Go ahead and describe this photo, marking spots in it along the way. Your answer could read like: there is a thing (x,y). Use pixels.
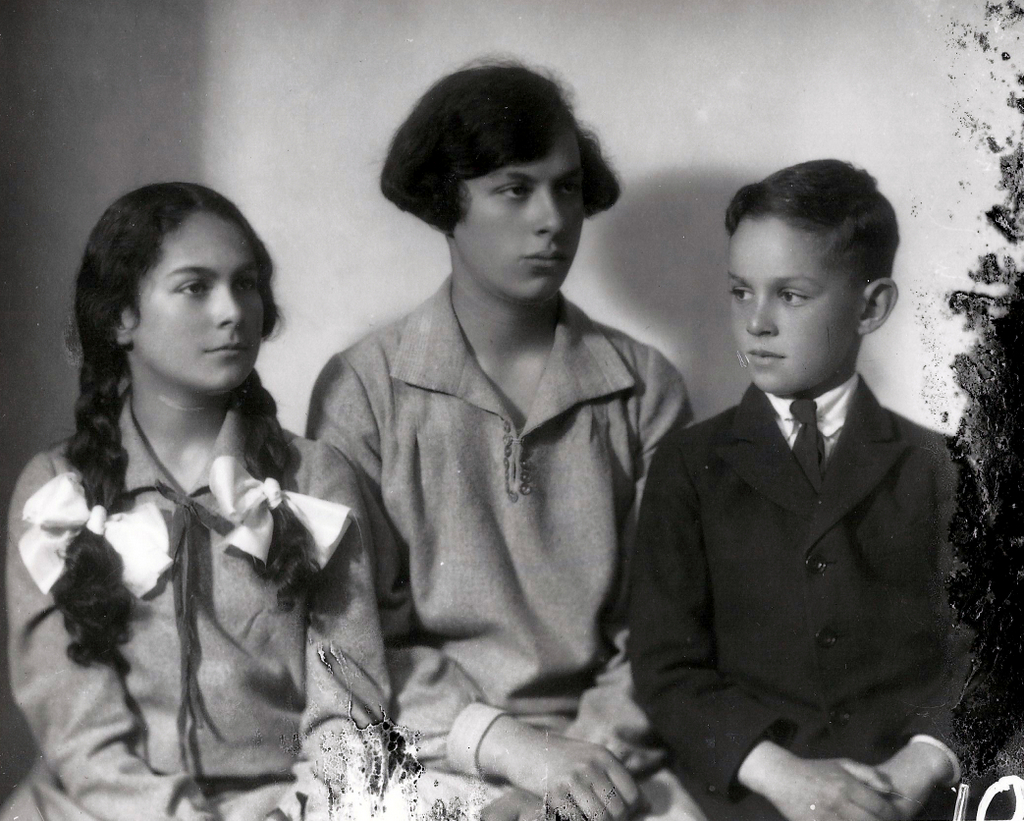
This is a black and white image where we can see two girls (306,547) and a boy (693,529) are sitting and in the background (382,46), there is a wall (288,60).
